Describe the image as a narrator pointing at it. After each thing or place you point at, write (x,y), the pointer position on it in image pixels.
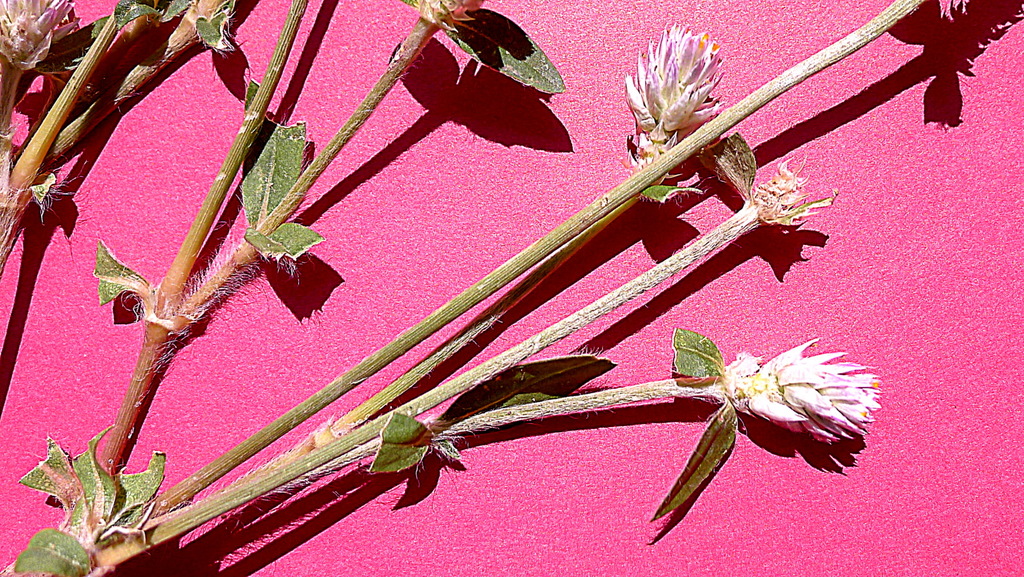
In this image there is stem (90,63) of a plant (427,323), there are leaves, there are flowers (744,394), the background of the image (621,116) is pink in color.
